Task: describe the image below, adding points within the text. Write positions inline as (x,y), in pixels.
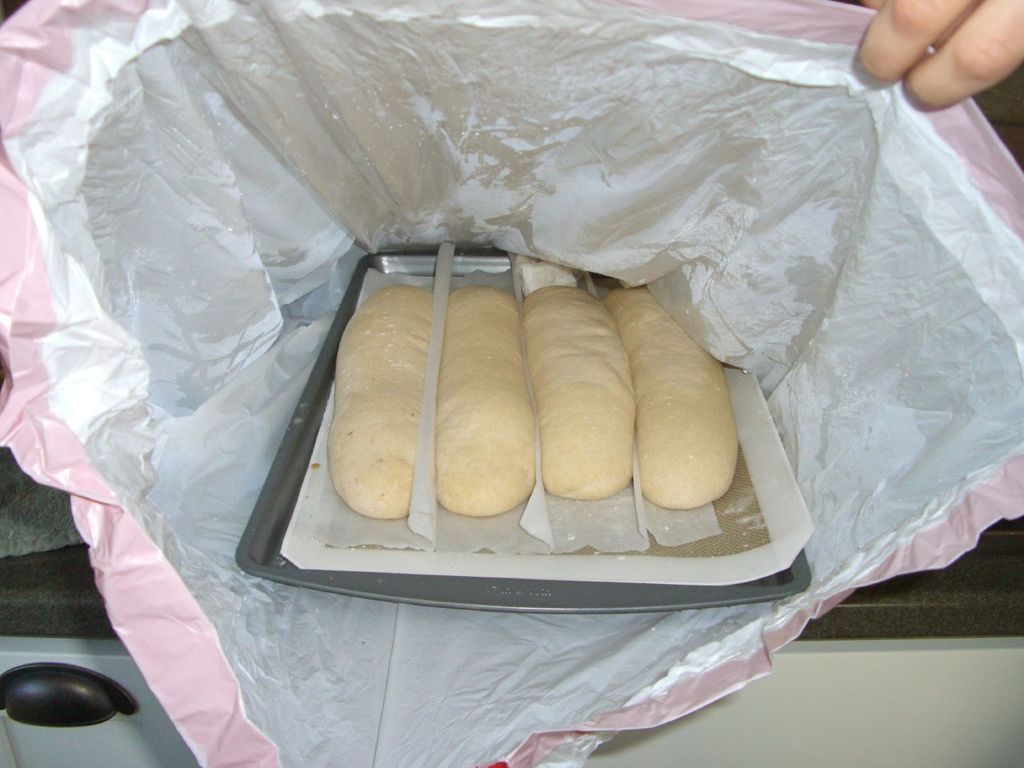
This image consist of food (542,376) which is in the center (439,477). On the right side (905,67) there are fingers (916,42) of the person (916,42) visible.
